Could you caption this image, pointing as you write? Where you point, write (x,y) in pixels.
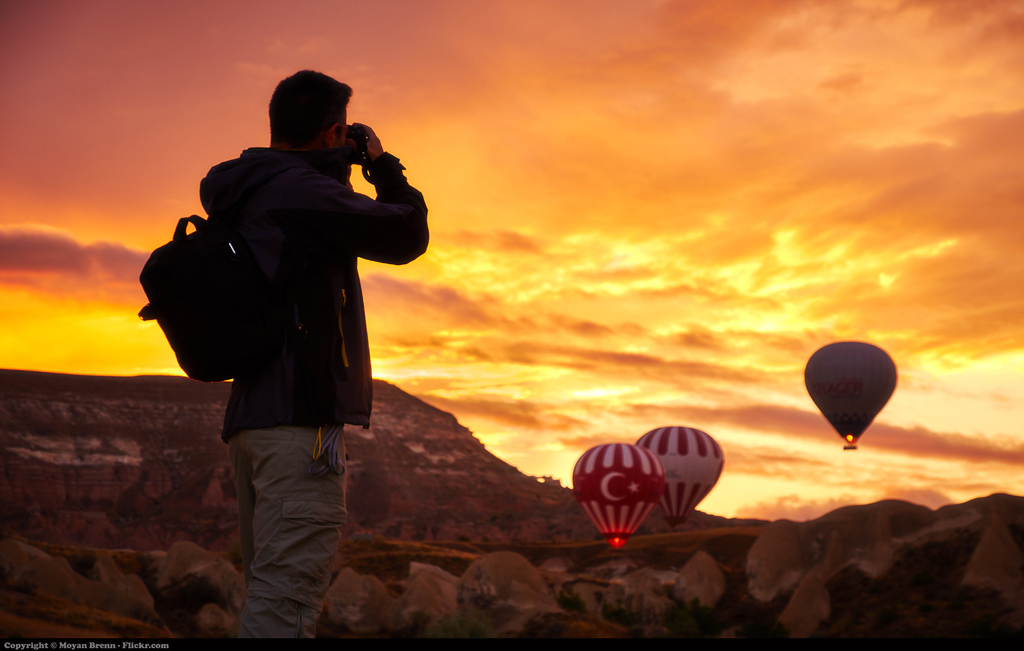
In this image we can see a man (306,289) with backpack (222,295) holding a camera (366,140) and clicking picture, there are three hot air balloons (667,464), few rocks (467,577), mountain (437,446) and the sky (684,234).
